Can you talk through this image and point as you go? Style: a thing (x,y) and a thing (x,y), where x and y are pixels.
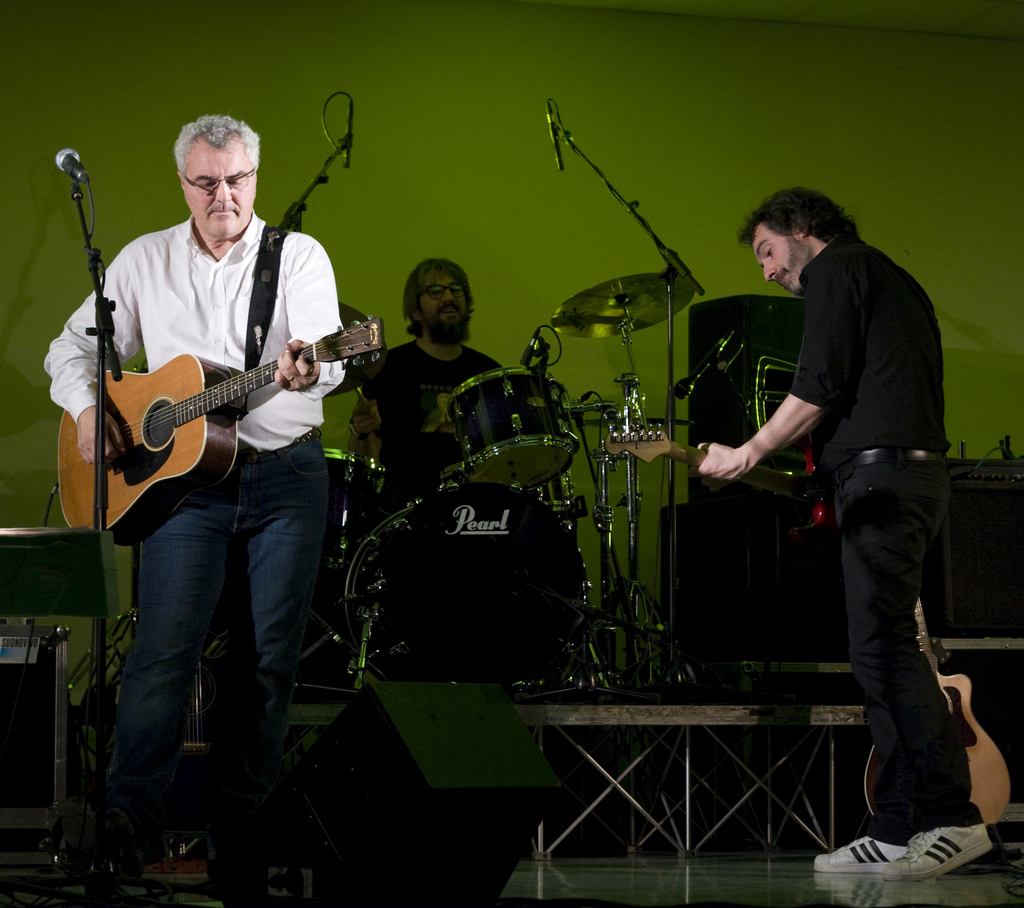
In this picture we can see three men (899,346) where two are playing guitars (226,423) and one is playing drums (421,541) and in front of them we have mics (97,259) and in the background (359,197) we can see green color wall (670,146), speaker (760,341), guitar (997,768).
